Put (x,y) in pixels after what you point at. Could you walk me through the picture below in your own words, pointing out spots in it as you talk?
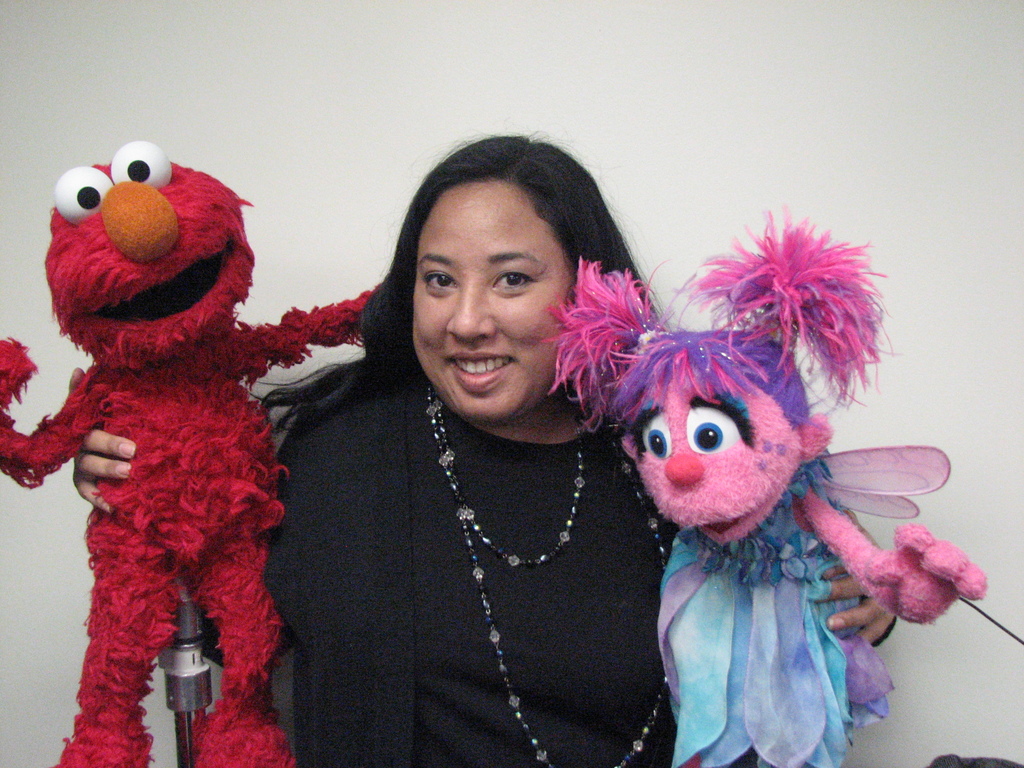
In the image we can see there is a woman (484,564) standing and on her both sides there are toys (158,605).
